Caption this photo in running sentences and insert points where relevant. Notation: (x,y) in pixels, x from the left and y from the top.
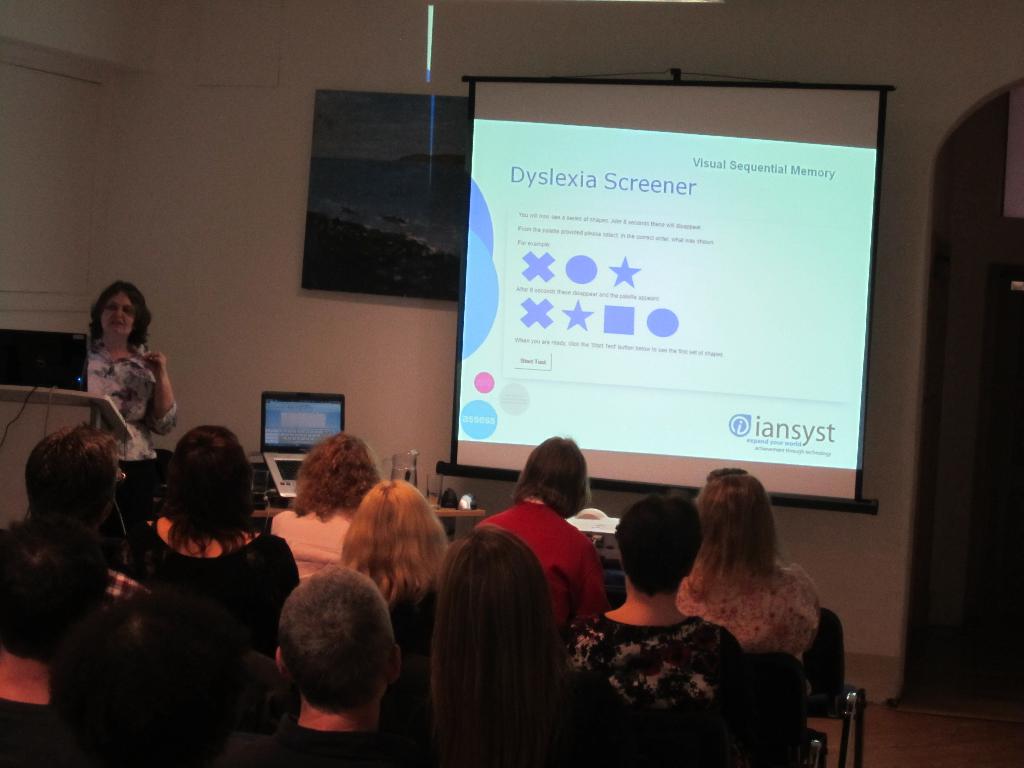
This is the picture of a room (218,204). In the foreground (10,598) there are group of people (508,585) sitting on the chairs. On the left side of the image (152,472) there is a person (152,459) standing behind the podium (75,416) and talking. There is a laptop (292,472) and there are objects (453,508) on the table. There is a screen (537,347) and there is a text (579,340) on the screen (686,331). At the back (328,189) there is a frame (344,223) on the wall (345,325). On the right side of the image (957,472) there is a door (944,642).
